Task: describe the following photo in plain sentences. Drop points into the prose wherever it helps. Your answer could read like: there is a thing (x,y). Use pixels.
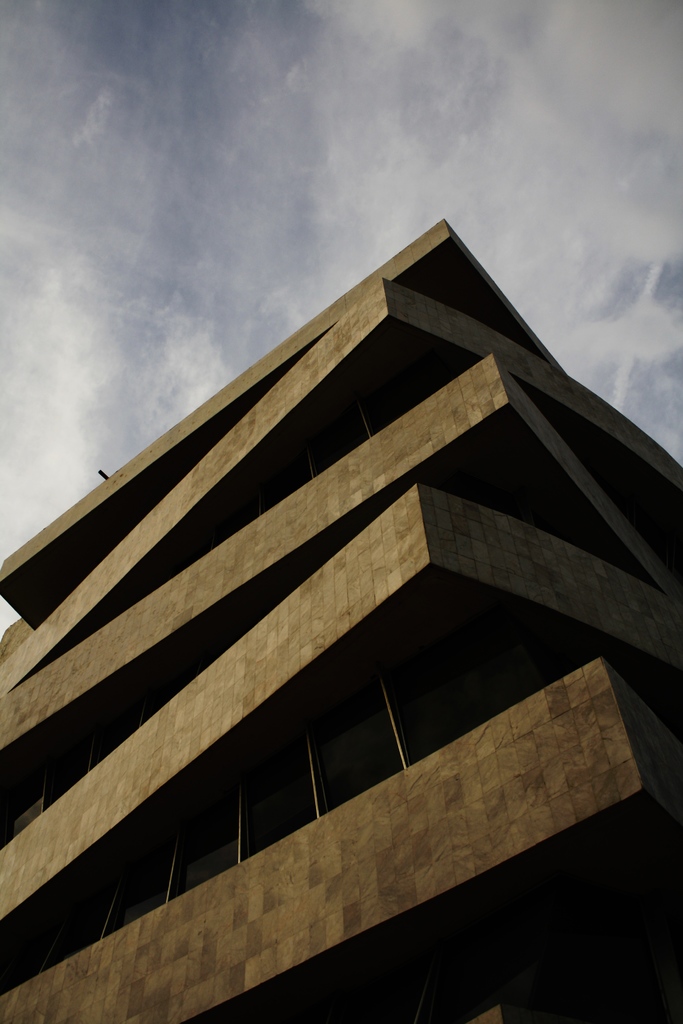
In this picture I can see a building (323,716) and the sky (293,107) in the background (281,98).
